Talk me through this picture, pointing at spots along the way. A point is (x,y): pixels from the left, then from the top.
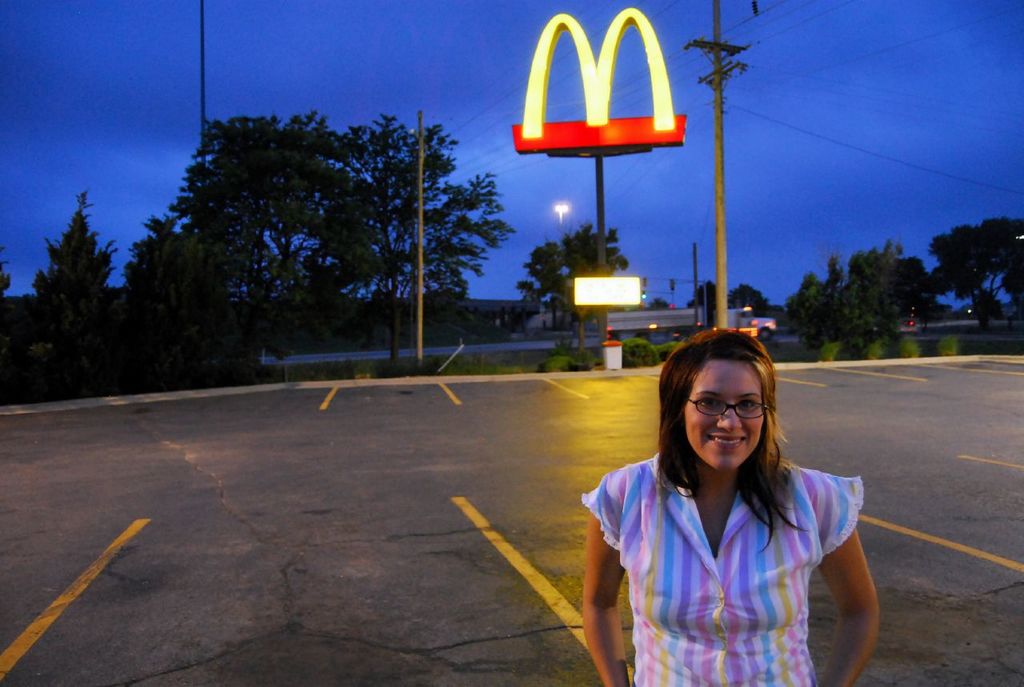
This image is taken outdoors. At the bottom of the image (280,534) there is a road (889,427). In the middle of the image (670,398) a woman (746,460) is standing on the road (624,426). In the background (185,317) there are a few trees (301,283), plants (581,352), poles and a board (588,296) with text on it and there is a dust bin (613,354) on the road (553,395). At the top of the image (84,73) there is a sky (942,120) and there is a symbol of MCDonald's (592,117).
